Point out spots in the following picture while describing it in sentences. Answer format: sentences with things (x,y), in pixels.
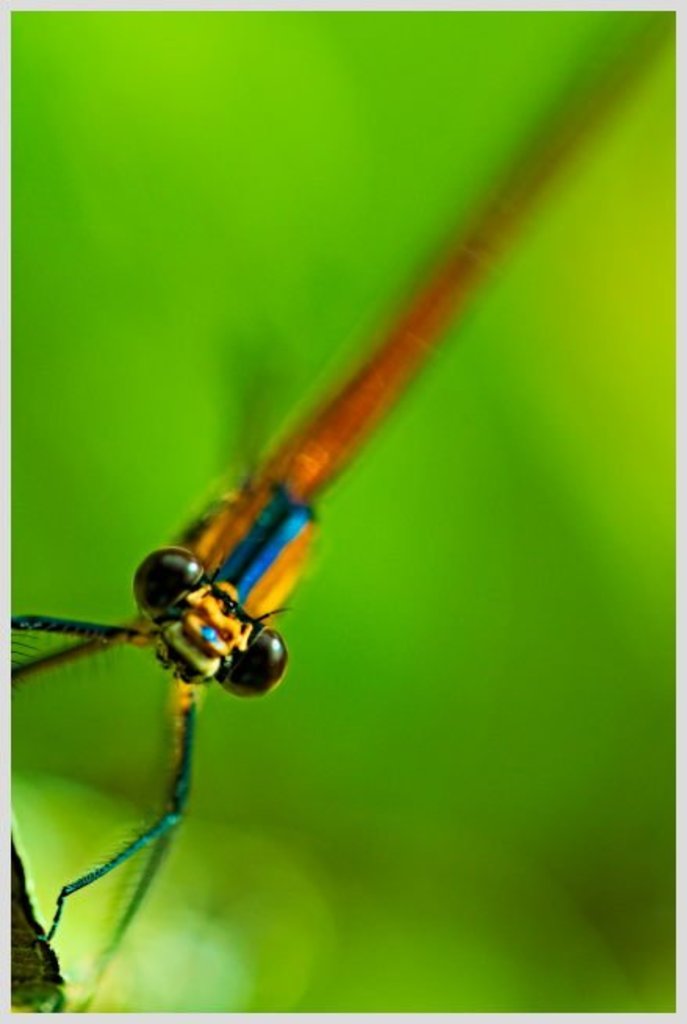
In this picture we can see an insect (152,635) in the front (239,578), it looks like a leaf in the background (207,896), there is a blurry background (652,595).
